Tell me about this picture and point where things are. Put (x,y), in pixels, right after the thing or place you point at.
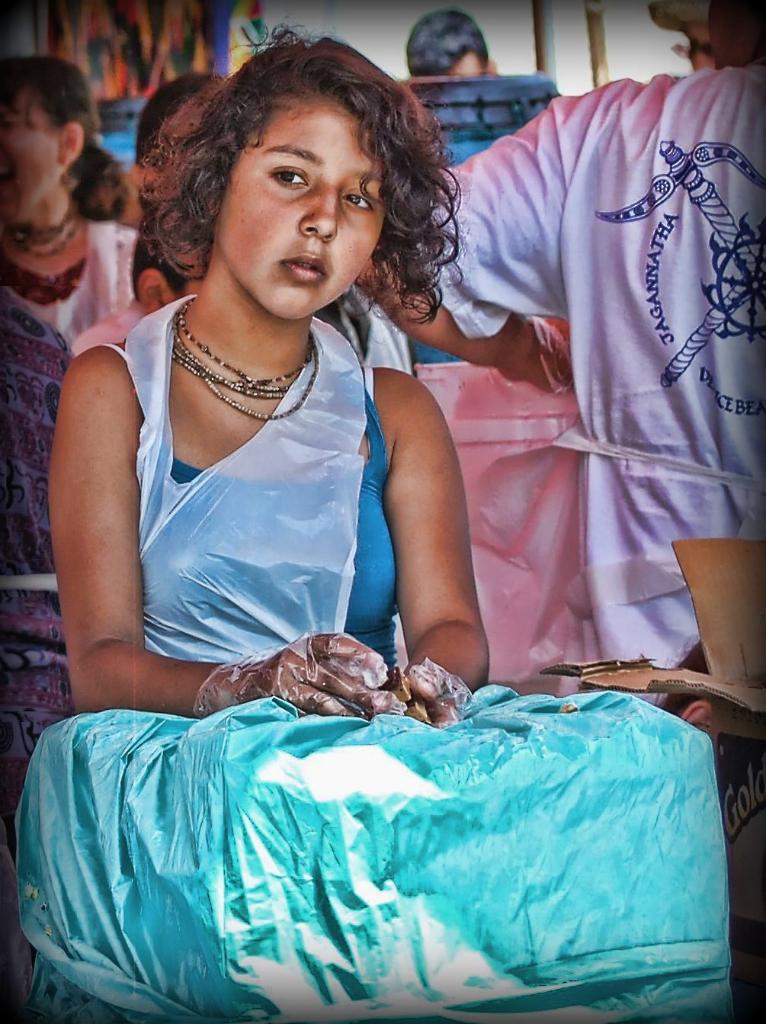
This is an edited image. Here I can see a woman (266,473) looking at the left side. In front of this woman (155,496) there is a cloth (367,804). In the background (69,234), I can see some more people (645,319). On the right side (722,762) there is a card box (751,711).
